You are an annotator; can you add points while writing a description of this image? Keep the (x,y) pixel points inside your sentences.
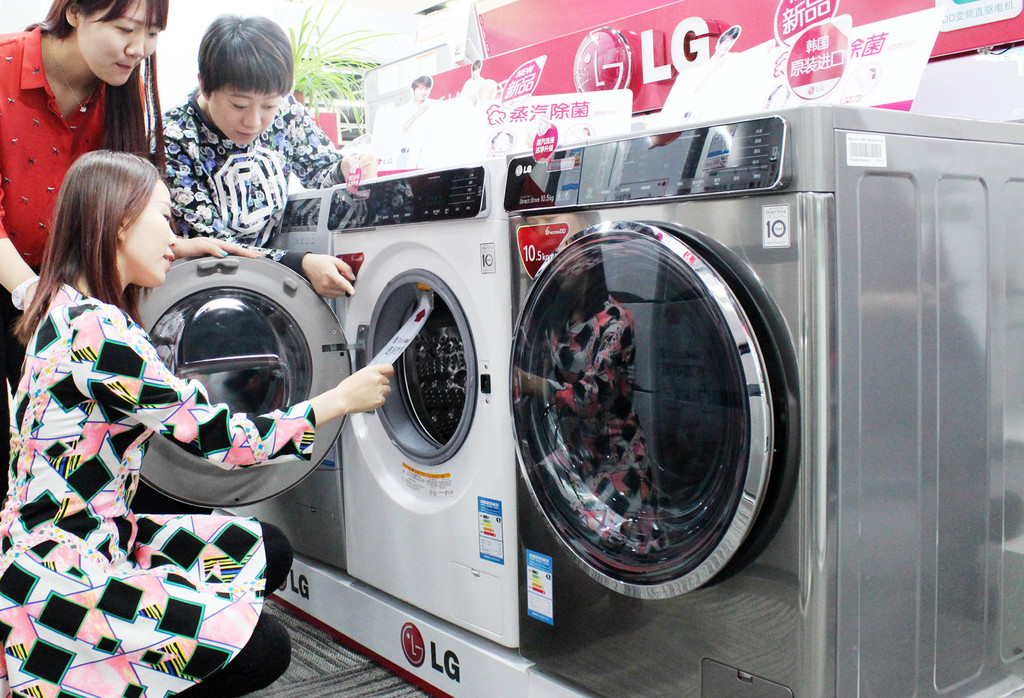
In this image, I can see washing machines (544,300) on the floor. There are two persons (216,123) standing and a person (154,605) in squat position. At the top of the image (324,54), I can see a plant (324,54) and the boards (522,115).
